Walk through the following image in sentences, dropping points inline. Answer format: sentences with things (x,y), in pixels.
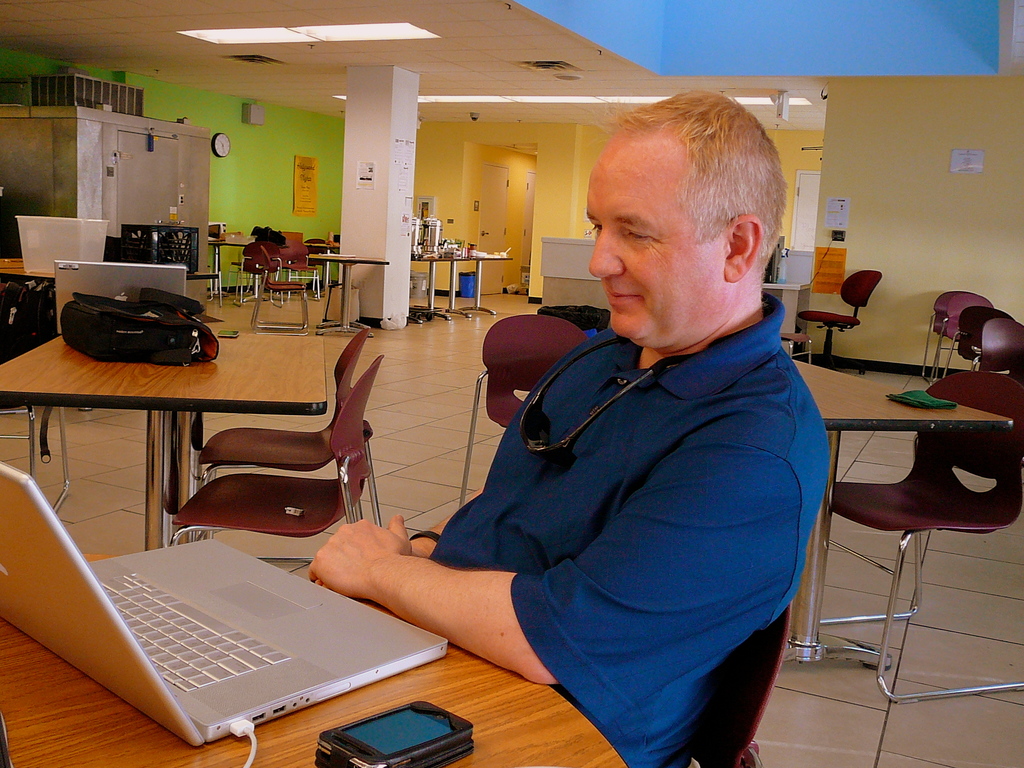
In this image a person (643,592) is sitting on the chair (714,696). Before him there is a table (373,709) having a mobile (396,733) and a laptop (410,662) on it. Left side (237,355) there is a table (51,346) having a bag (114,340) and a laptop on it. Beside there are two chairs (335,449) on the floor (386,408). Few tables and chairs (515,346) are on the floor (408,354). Middle of the image (433,270) there is a table (455,263) having few objects (437,244) on it. Background (275,177) there is a wall (251,168) having a clock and few posters (305,168) are attached to the wall (325,155). Few lights (301,28) are attached to the roof (513,81). Left side few objects (67,225) are on the table (17,272). Behind there is a cabin (107,160).
